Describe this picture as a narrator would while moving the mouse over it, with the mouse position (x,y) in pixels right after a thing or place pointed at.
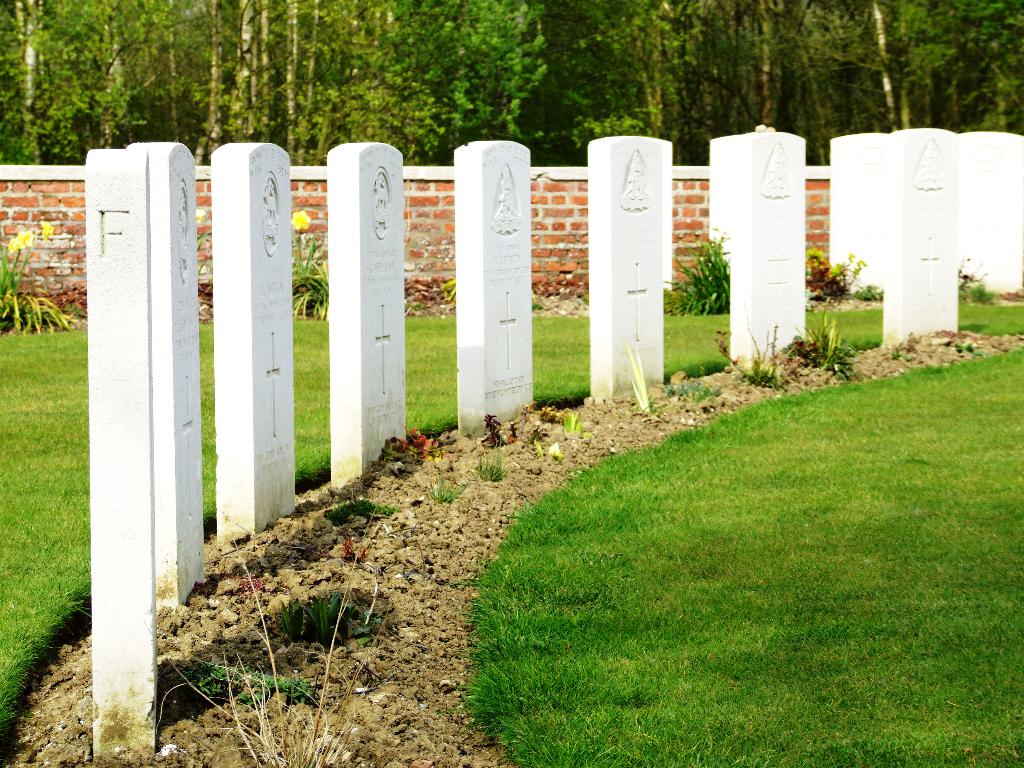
In this picture, we see the gravestones (488,389). At the bottom (674,623), we see the grass (584,571) and the soil (414,630). Behind the graves (219,285), we see plants (46,319) which have the yellow color flowers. Behind that, we see a wall (701,199) which is made up of bricks (673,243). There are trees (647,93) in the background (606,69).
